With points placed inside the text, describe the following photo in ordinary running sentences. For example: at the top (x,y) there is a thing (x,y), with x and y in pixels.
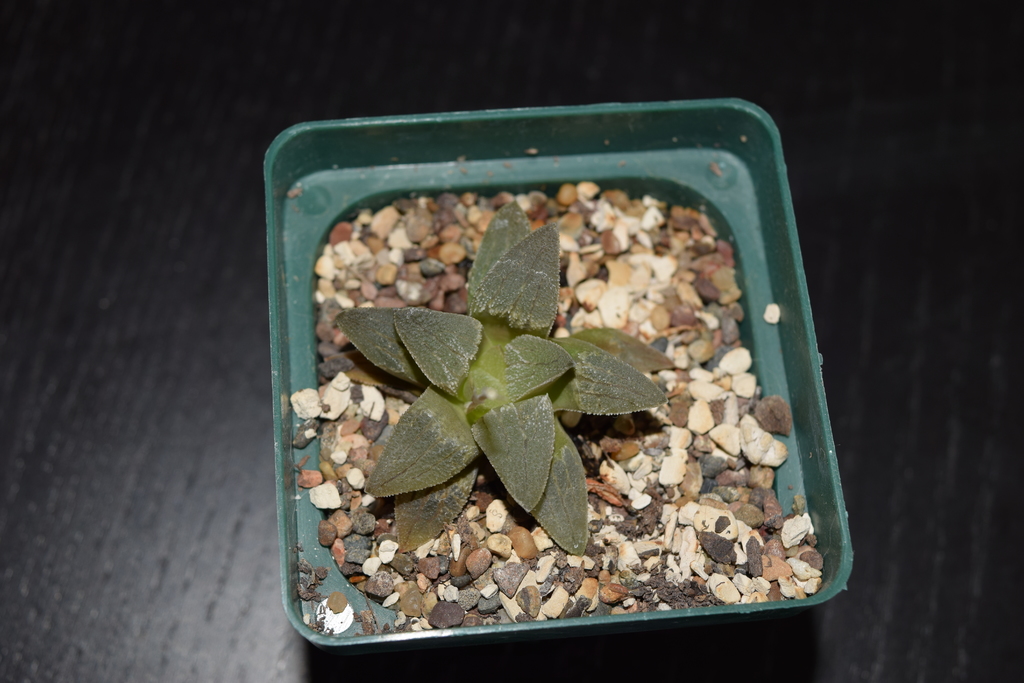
In this image in the center (524,440) there is a plant (469,384) and there are stones (630,486) which are in the pot (704,161) which is green in colour.
